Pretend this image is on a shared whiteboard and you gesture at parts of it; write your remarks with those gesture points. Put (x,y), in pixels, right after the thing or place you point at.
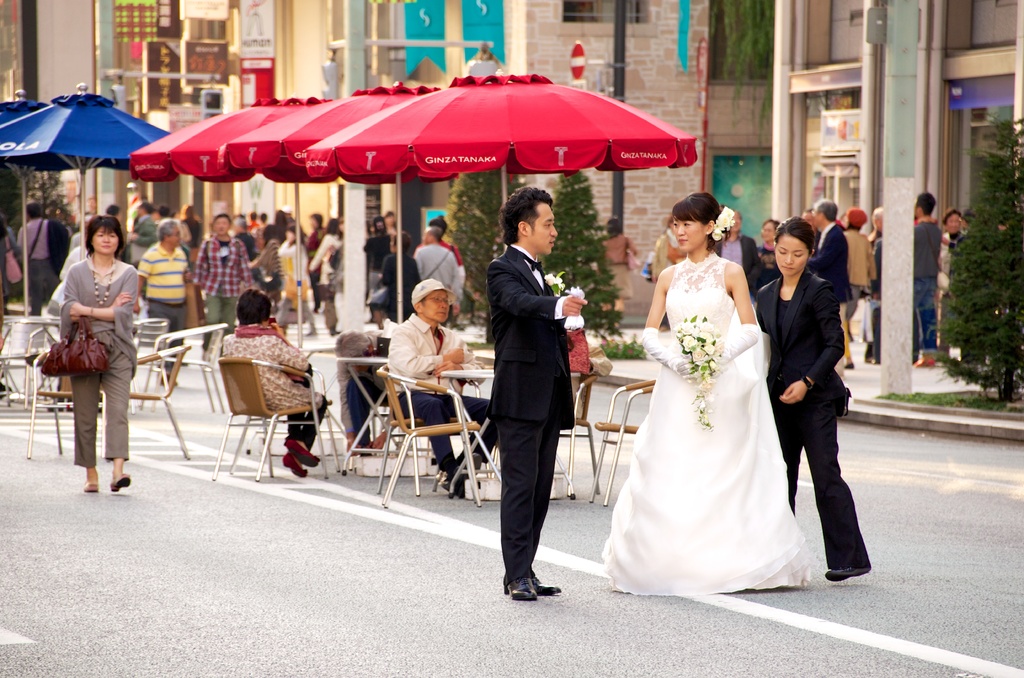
In the image there is a bride couple (534,343) standing in the middle of road (729,599) and behind them there are few people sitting around table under an umbrella (284,120), in the back (928,265) there are many people (421,251) standing and walking in front of the building (457,50).
